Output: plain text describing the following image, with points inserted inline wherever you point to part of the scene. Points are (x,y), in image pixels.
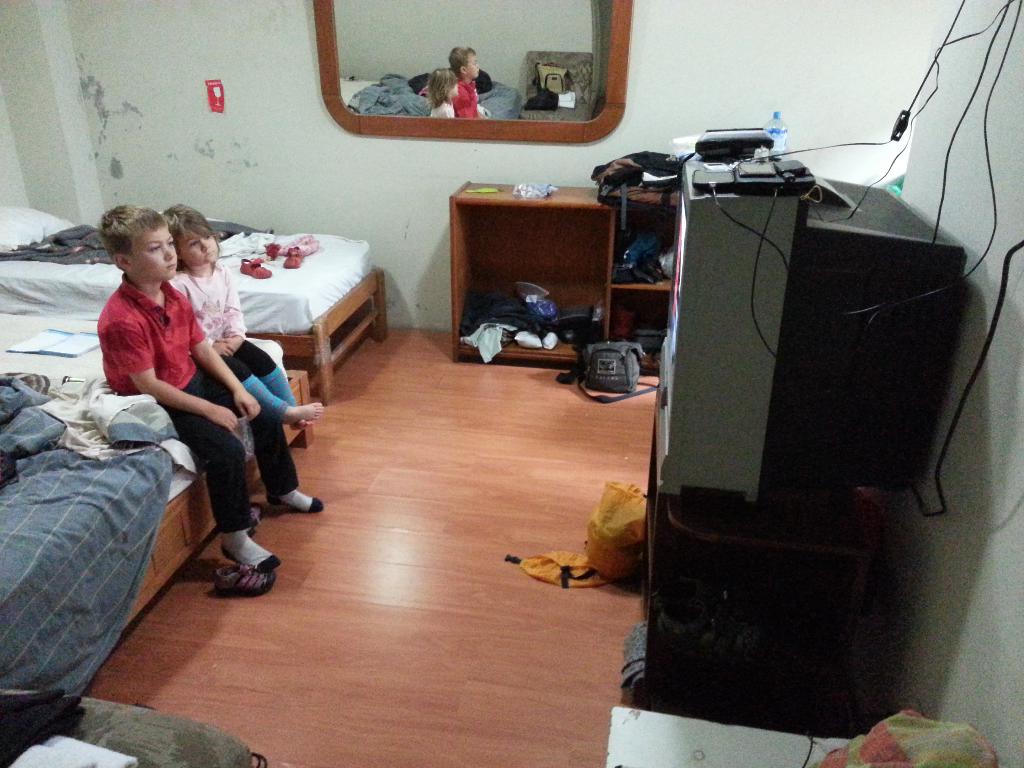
In this image I can see two people (157,349) sitting on the bed (30,520). On the bed (30,520) I can see the blankets (73,445), shoes (249,268) and papers (29,353). To the right (726,469) I can see the television (729,490) on the table (722,540). I can also see the rack (516,358) with many clothes (495,341) and bags (606,203). In the background (349,123) I can see the mirror (347,59) to the wall (405,156). Inside the mirror (438,117) I can see the reflection (436,88) of people (464,96), bed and chair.
